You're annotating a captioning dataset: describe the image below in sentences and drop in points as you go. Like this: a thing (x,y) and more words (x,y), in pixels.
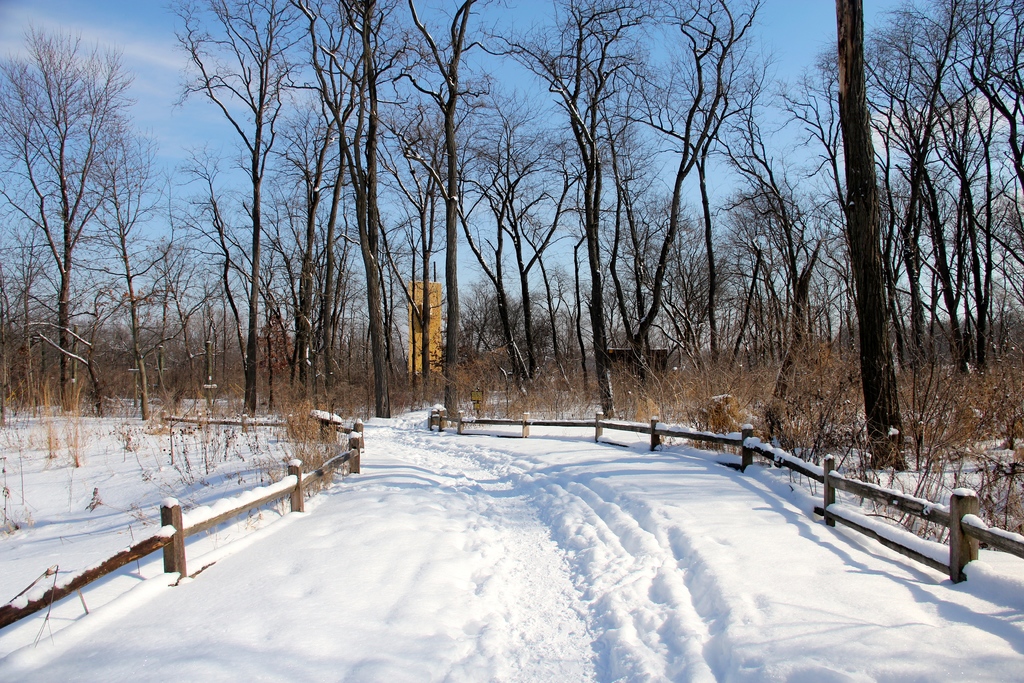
In this image we can see snow (337,497), wooden fence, trees (199,301) and sky (121,28) in the background (712,223).
